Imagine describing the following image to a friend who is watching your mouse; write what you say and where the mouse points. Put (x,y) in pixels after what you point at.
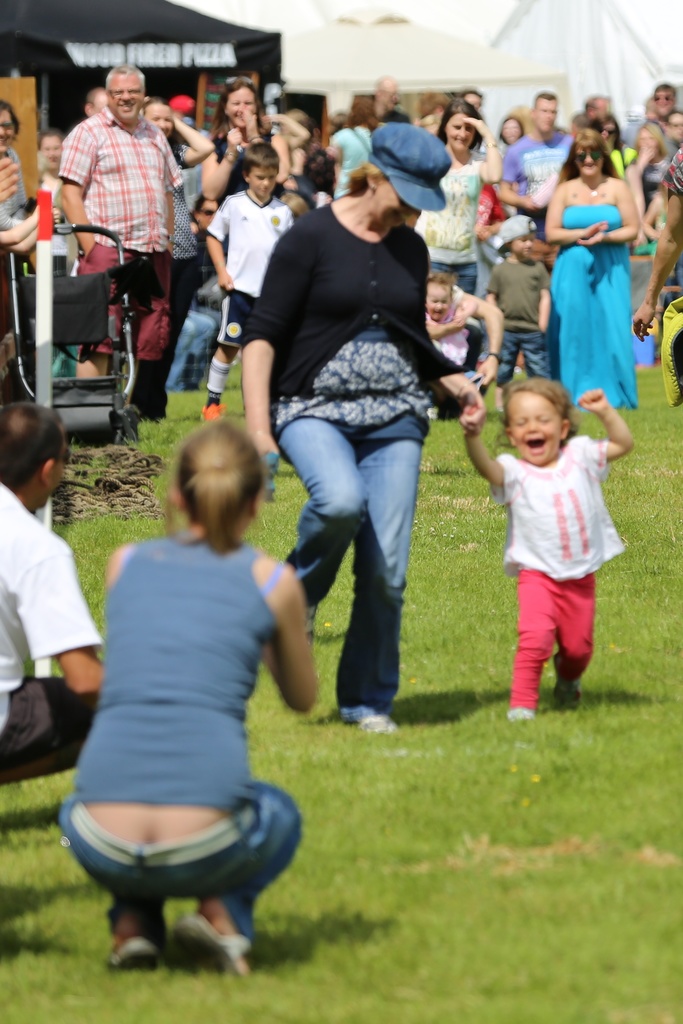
There are people (330,324) on the grassland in the foreground area of the image (366,221), there are people (164,308), it seems like a machine (70,422), tents (366,86) in the background (446,42).
